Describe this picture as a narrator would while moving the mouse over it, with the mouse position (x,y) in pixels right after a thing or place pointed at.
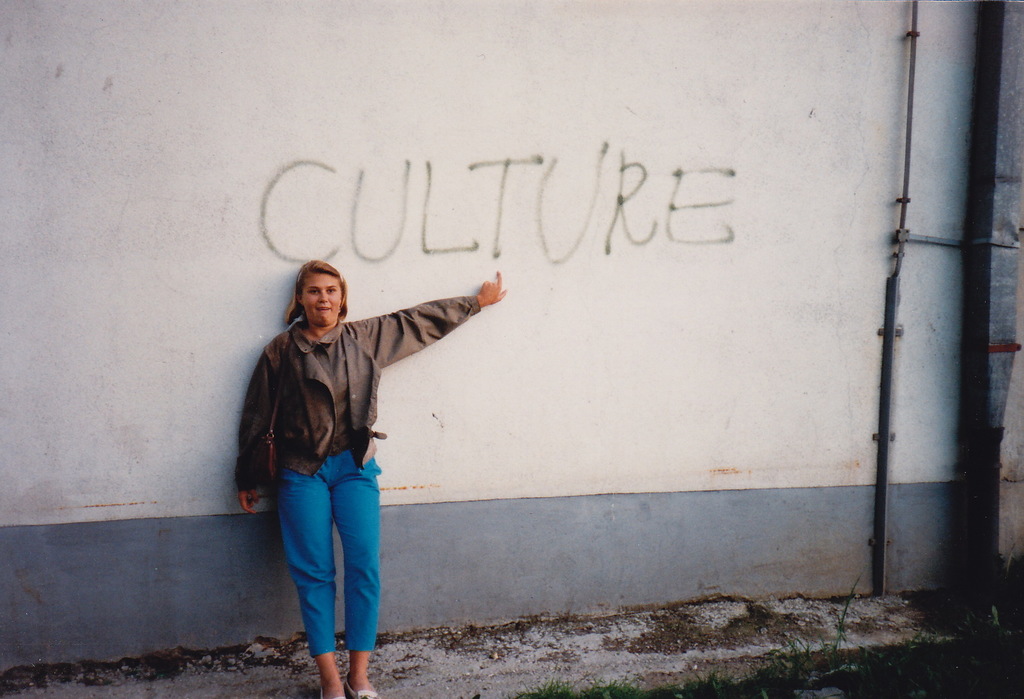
In this image I can see a woman (341,377) standing and leaning to the wall (210,446). She is smiling and pointing out the text (701,206) which is on the wall (638,306). At the bottom (716,694), I can see the grass (746,680) on the ground (731,649). On the right side (999,198) there are two metal poles (969,299) attached to the wall (845,318).
